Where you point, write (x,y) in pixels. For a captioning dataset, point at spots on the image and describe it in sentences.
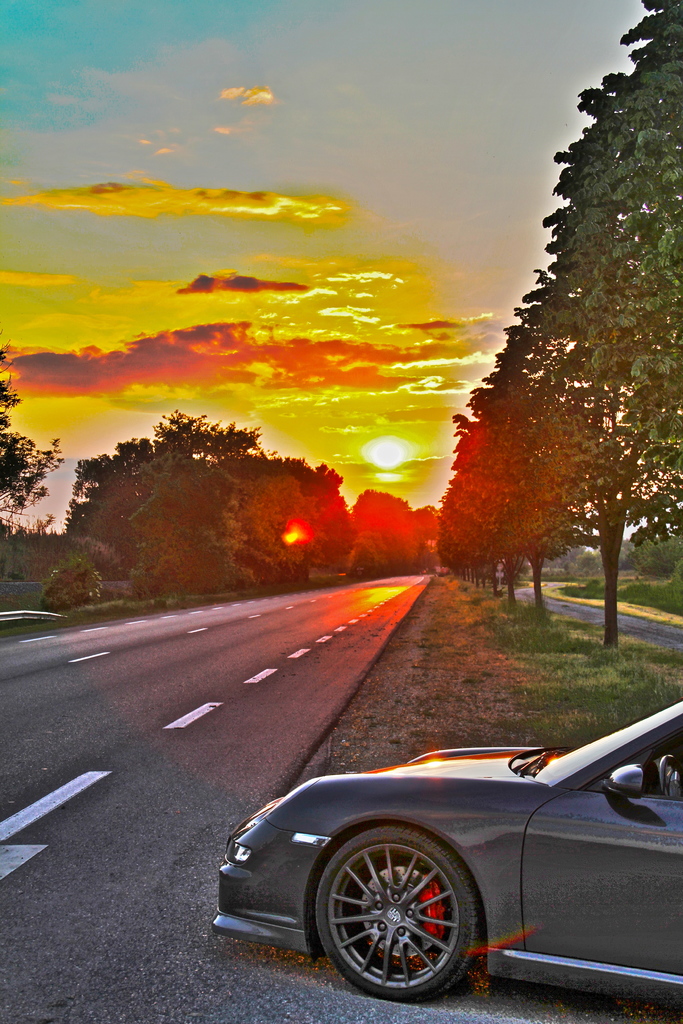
In this picture I can see the vehicle (340,839) on the right side (478,909). I can see the road (211,707). I can see trees (332,559). I can see clouds (172,357) in the sky (276,217). I can see green grass (565,674).
